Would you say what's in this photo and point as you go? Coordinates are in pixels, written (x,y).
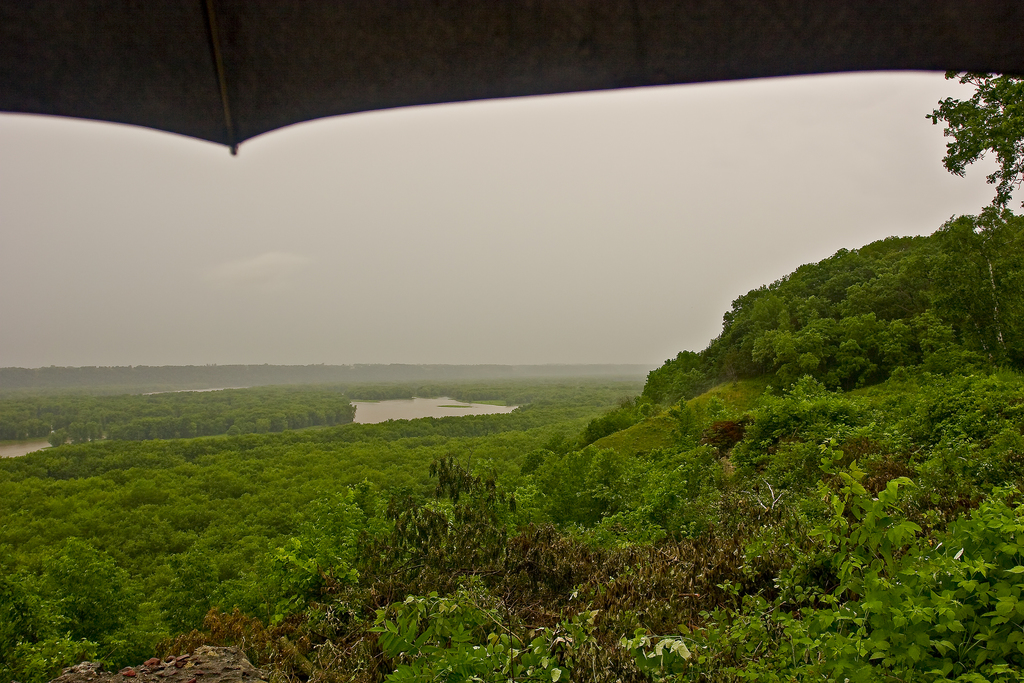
In this image we can see trees (269,572), water (18,445), hills (642,366) and the cloudy sky (312,232) in the background (637,312). At the top of the image (299,118) we can see an umbrella (451,31).
